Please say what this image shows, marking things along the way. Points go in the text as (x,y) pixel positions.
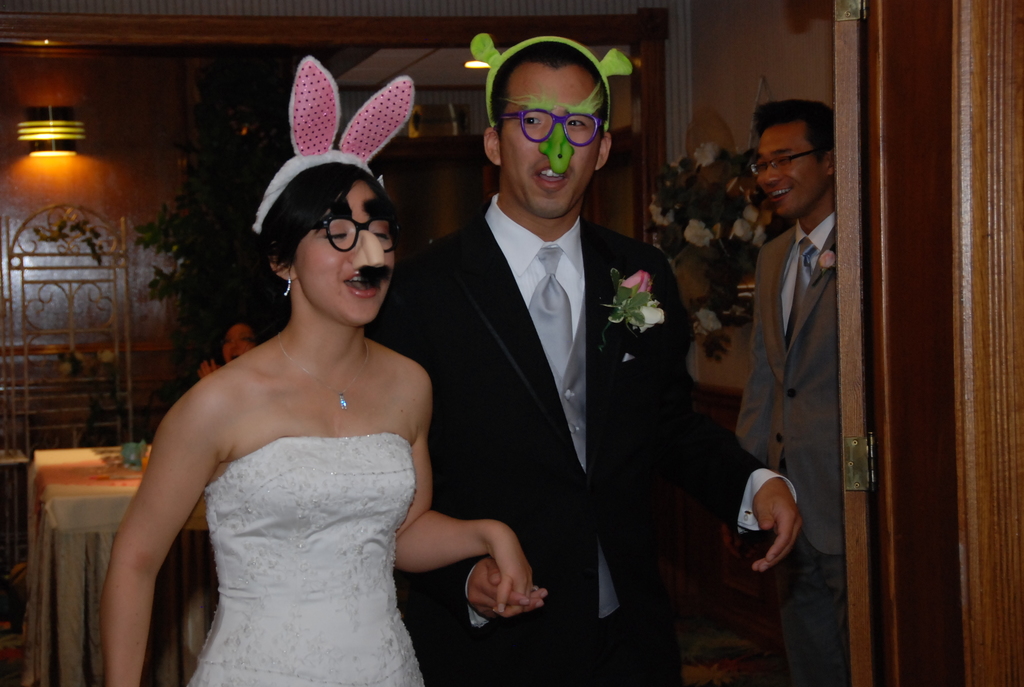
In this picture I can observe three members (495,325). Two of them are men (542,242) and one of them is a woman (286,422). In the background (248,202) I can observe a plant (221,163) and wall (88,257).
